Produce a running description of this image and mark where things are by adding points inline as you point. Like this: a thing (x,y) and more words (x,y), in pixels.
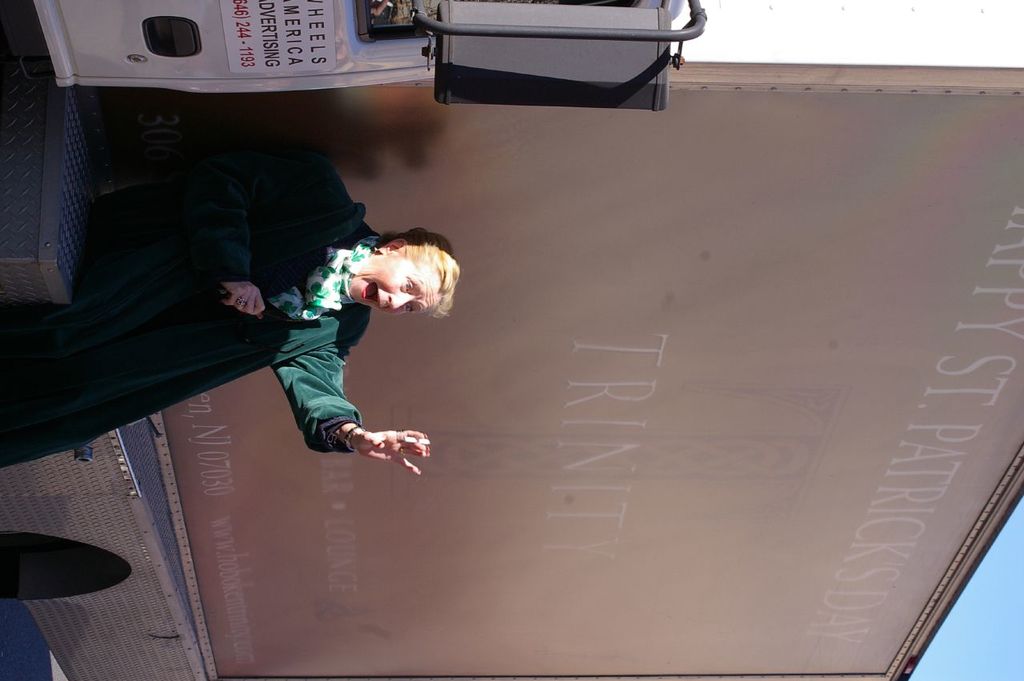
In this image, we can see a woman (312,330) standing. Behind the woman (35,419), we can see a poster (472,548) with some text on it. We can also see some objects (115,664). We can see the ground (39,664) and the sky (988,658).
